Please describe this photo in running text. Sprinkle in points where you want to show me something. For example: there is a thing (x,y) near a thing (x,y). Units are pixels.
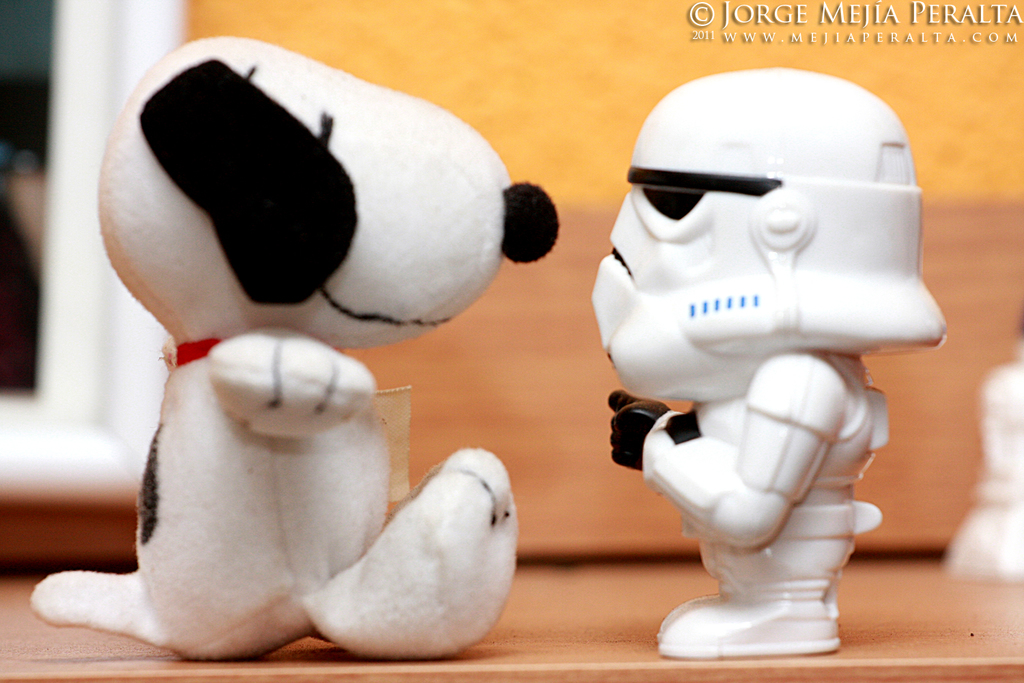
In this picture, we see the stuffed toy (258,368) and the toy (749,518) in white color is placed on the brown table (880,661). In the background (681,7), it is in brown and yellow color. On the left side (30,241), it looks like a window (89,380). This picture is blurred in the background (72,473).
